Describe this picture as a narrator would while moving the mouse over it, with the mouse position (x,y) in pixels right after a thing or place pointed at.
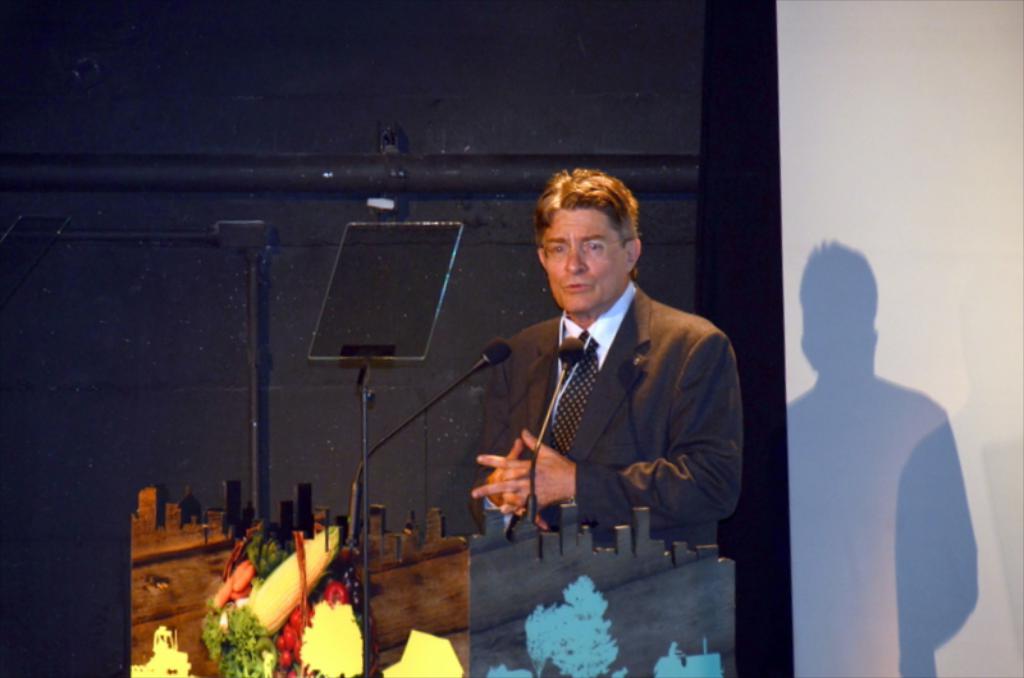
The picture is taken from a conference. In the foreground of the picture (557,579) there are podium (428,563), mic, stand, teleprompter (385,306) and a person (611,428) in black suit (617,438). Towards left (255,95) there is a black wall (419,192). Towards the right (855,474) it is wall (894,337) painted white.
